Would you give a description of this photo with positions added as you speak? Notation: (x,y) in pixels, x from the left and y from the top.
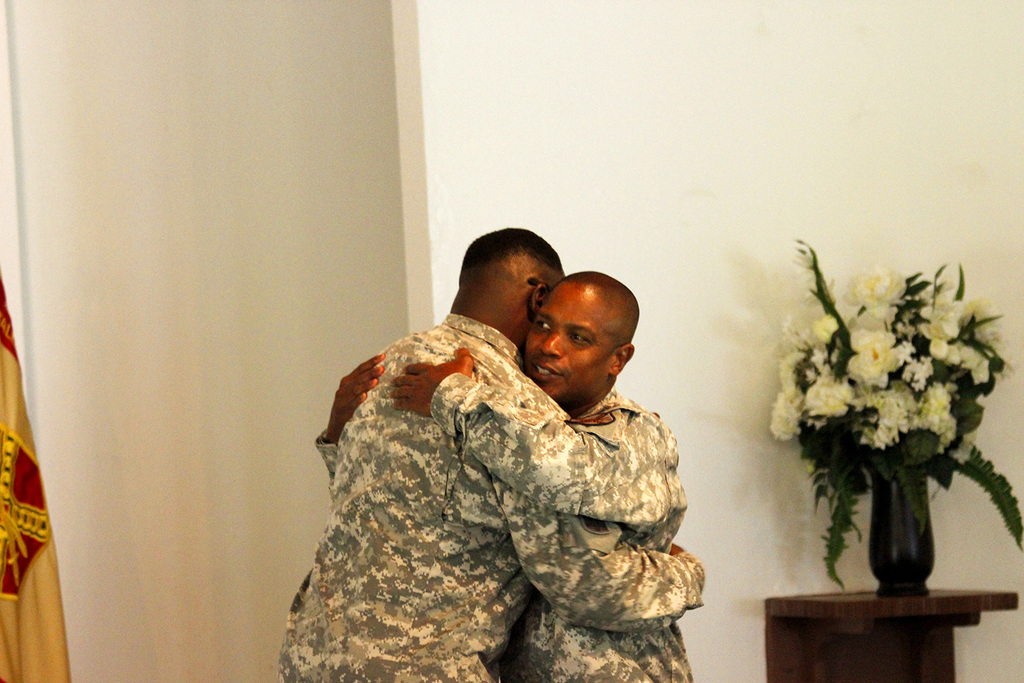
In this image I can see two men (508,419) are standing and I can see both of them are wearing uniforms (496,565). In the background (899,608) I can see a rack (827,643) and on it I can see white color flowers (893,460) in a vase (922,486). I can also see a golden and red color flag (4,569) over here.
